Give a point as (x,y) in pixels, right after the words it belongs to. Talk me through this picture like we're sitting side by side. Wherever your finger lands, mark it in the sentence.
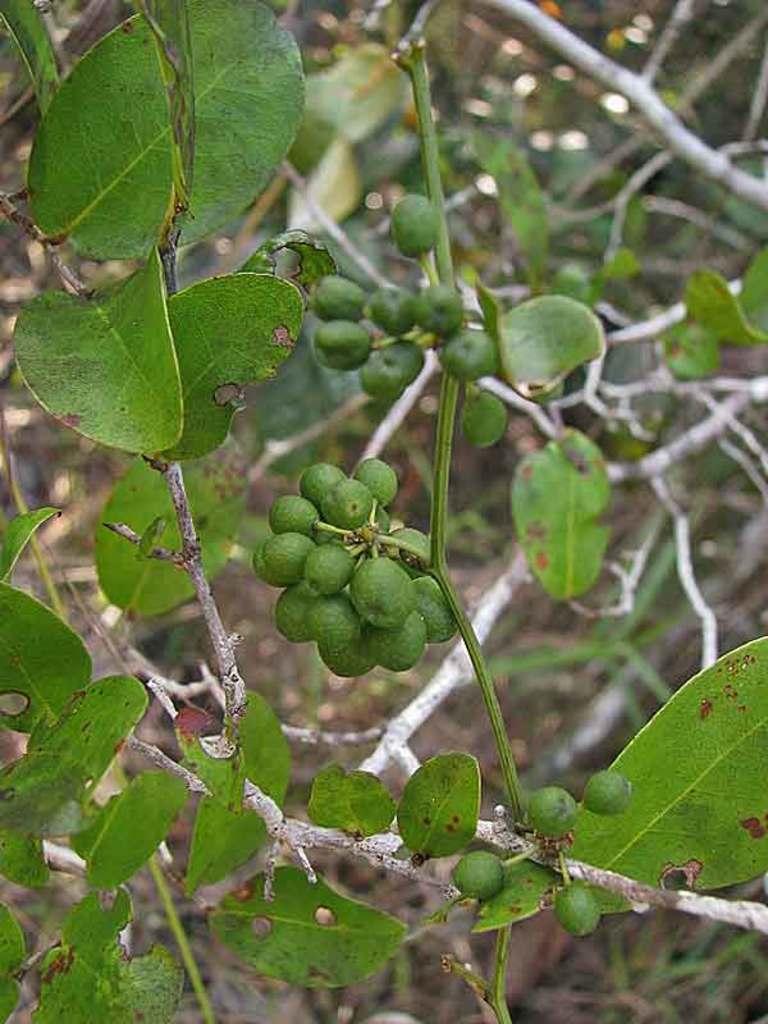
In the image we can see leaves (138,784), tree branches (526,580) and raw fruits (311,576).
